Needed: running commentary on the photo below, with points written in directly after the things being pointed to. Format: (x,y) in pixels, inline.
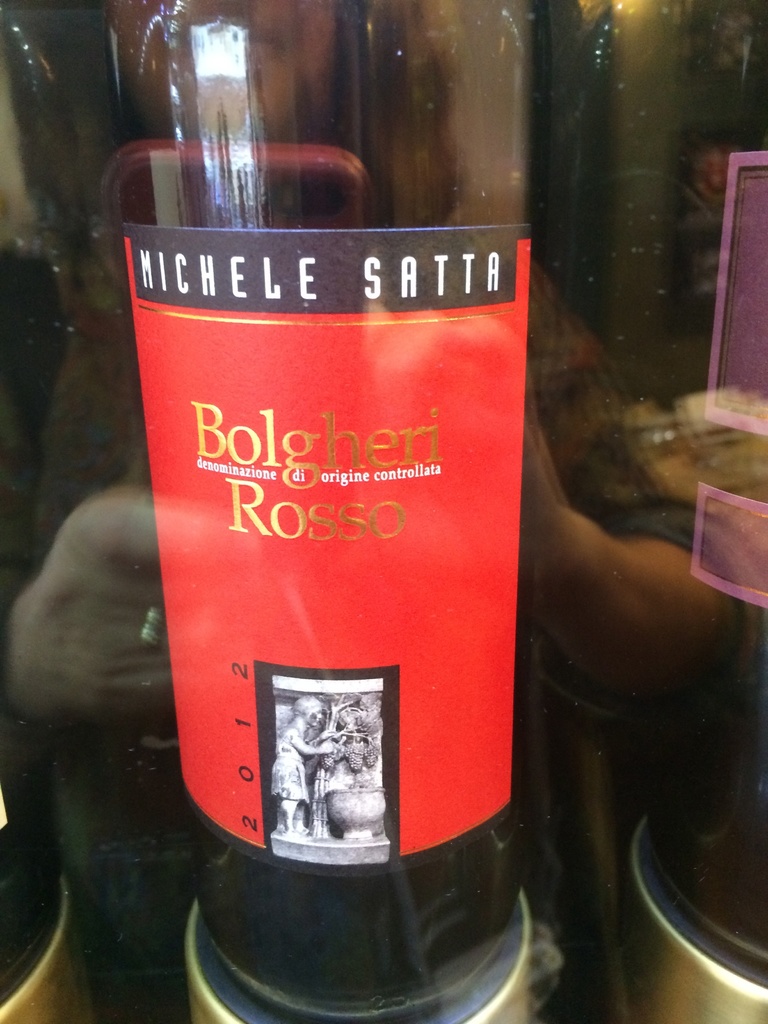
In this image I can see a bottle (386,245).
